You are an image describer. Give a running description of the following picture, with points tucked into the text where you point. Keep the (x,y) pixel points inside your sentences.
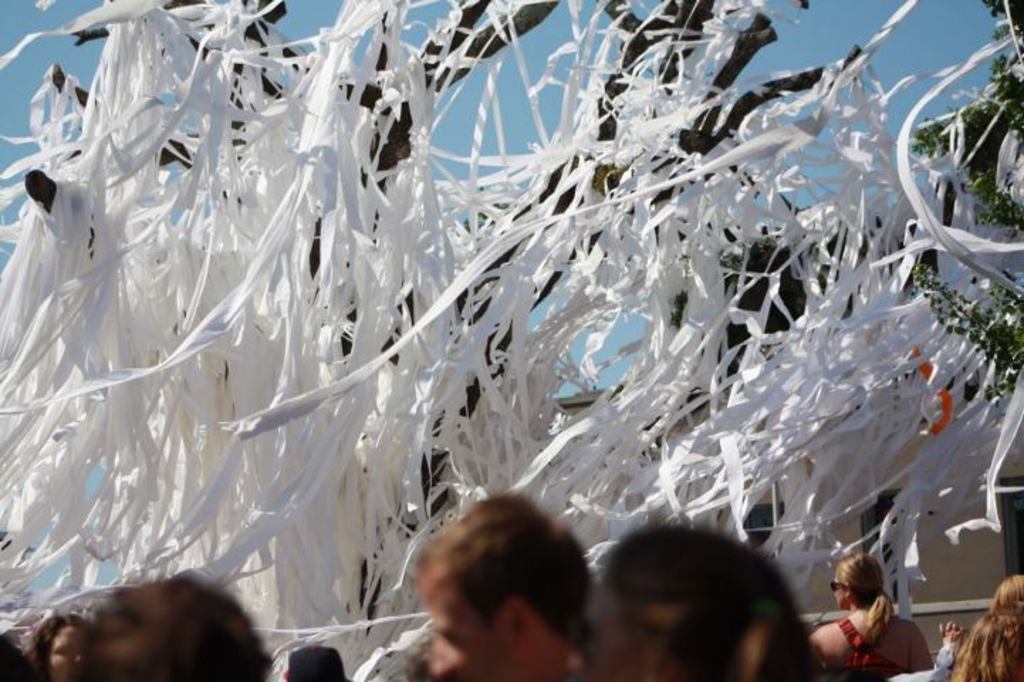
In this image, we can see a few white colored objects (480,479). We can also see some wood (941,182) and a few people (420,576). We can also see a tree (1005,361) on the right (983,330). We can also see the sky (962,25).
